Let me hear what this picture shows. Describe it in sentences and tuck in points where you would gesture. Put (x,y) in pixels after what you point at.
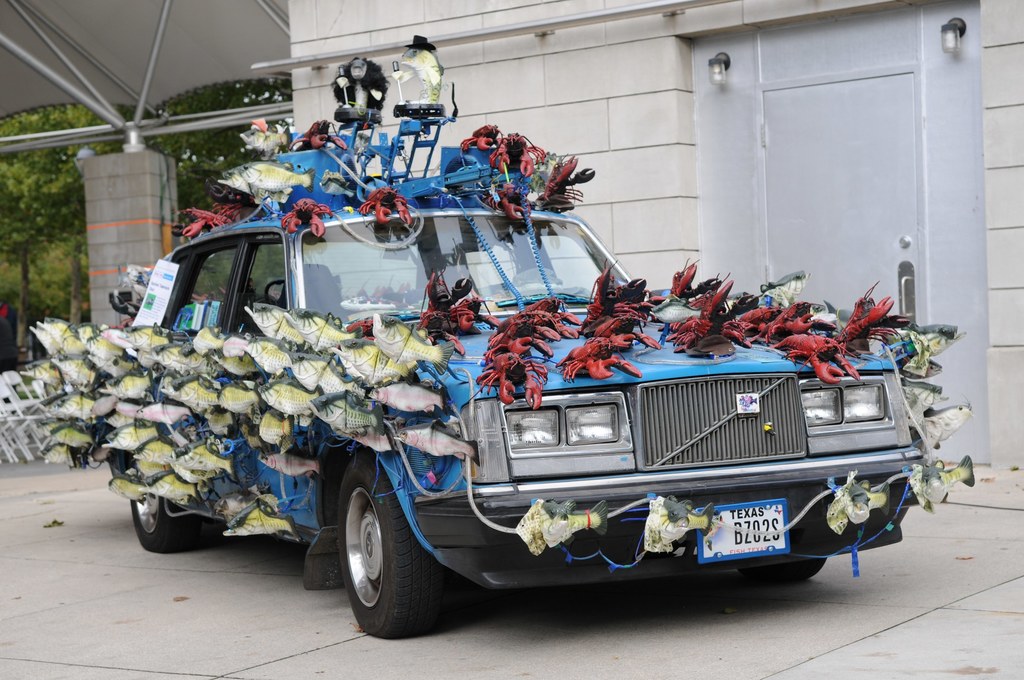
In this picture there is a blue color decorated car (601,539) with fishes (378,361) and red color lobsters (490,358). Behind there is a white granite wall (569,80) and white door (815,242). In the background (70,194) there are some trees (72,163) and above a canopy shed (221,37) with silver pipes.
